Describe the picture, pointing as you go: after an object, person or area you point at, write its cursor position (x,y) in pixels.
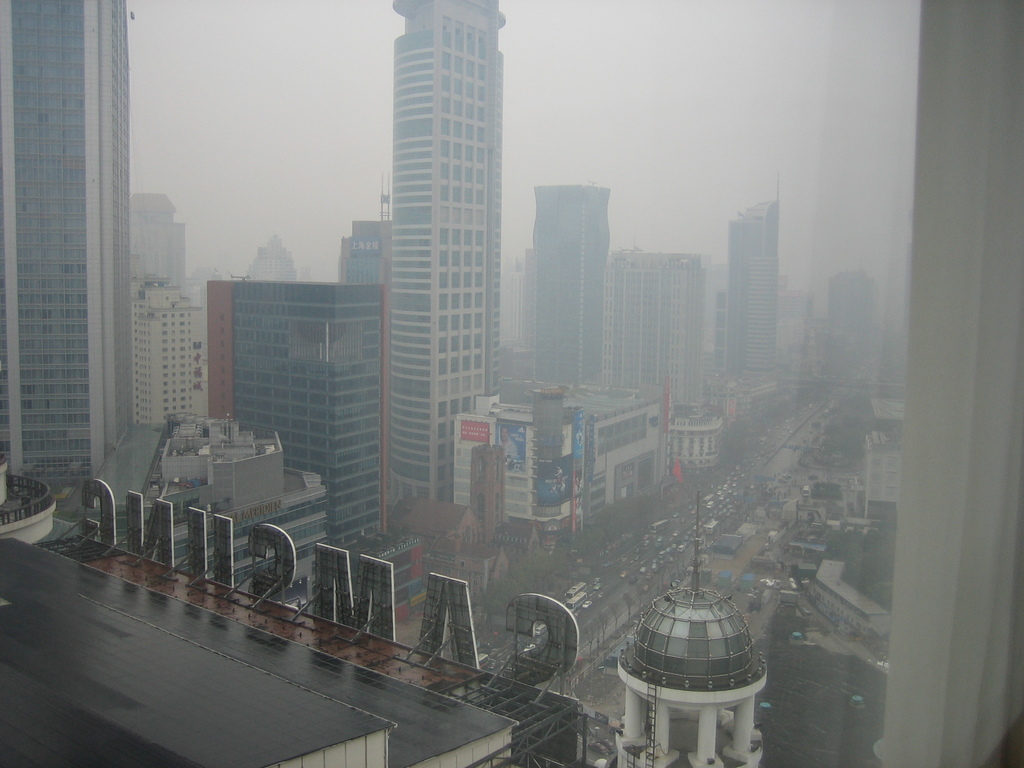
In this picture we can see buildings (200,662) and vehicles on the road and in the background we can see the sky (882,162).
